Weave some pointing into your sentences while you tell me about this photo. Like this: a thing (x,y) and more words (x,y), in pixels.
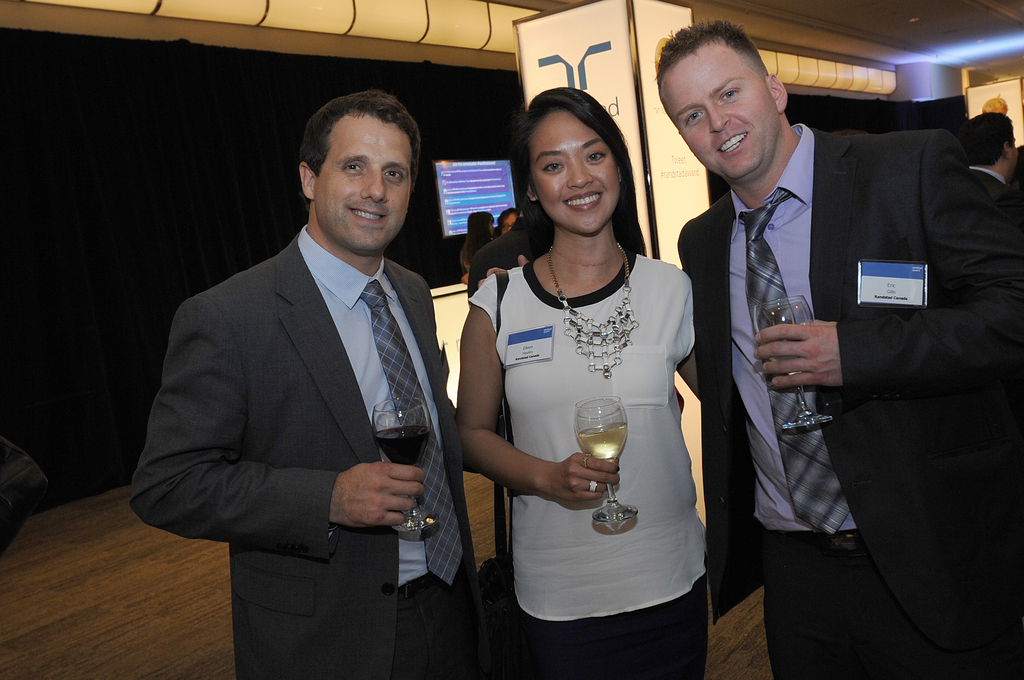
In this image I can see three persons (572,359) standing. The person (666,310) in front (638,308) wearing white color shirt (651,308) and holding a glass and the person (770,562) at right (734,571) wearing black blazer (855,297), blue shirt (797,216) and the person (362,388) at left (302,435) wearing gray blazer (293,437), blue shirt (398,310) and gray color tie (385,311). Background (460,178) I can see few other persons (471,286) standing, a projector screen (470,190) and I can see few curtains (191,261) in black color.
